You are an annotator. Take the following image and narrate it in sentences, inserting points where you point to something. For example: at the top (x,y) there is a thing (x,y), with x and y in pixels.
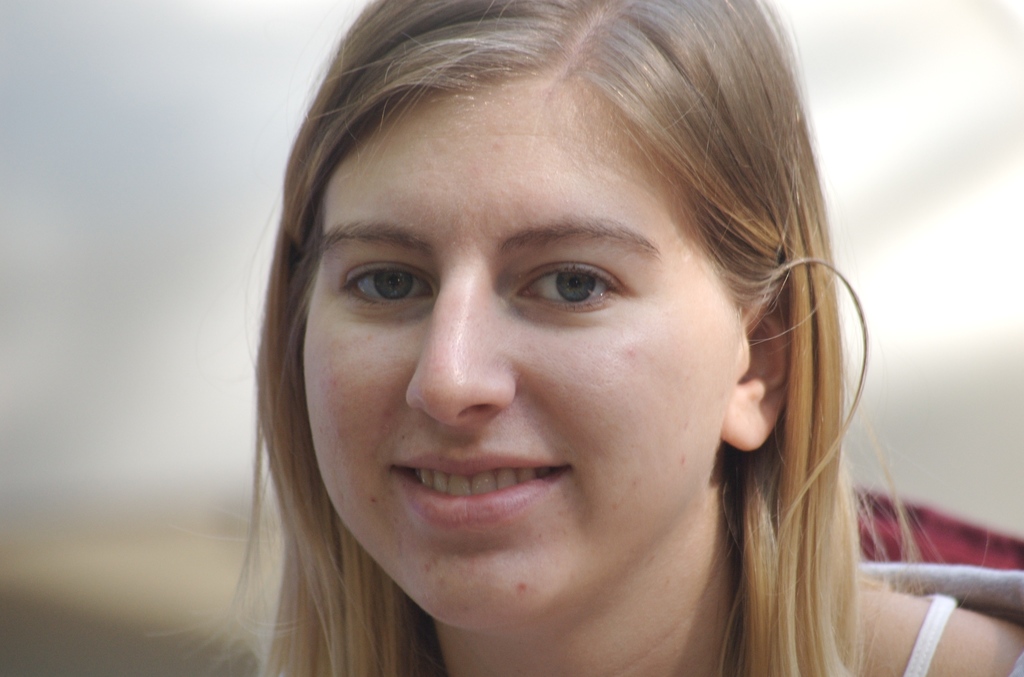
In the center of the image (356,313) we can see a lady (554,403) is smiling and wearing a dress (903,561).
